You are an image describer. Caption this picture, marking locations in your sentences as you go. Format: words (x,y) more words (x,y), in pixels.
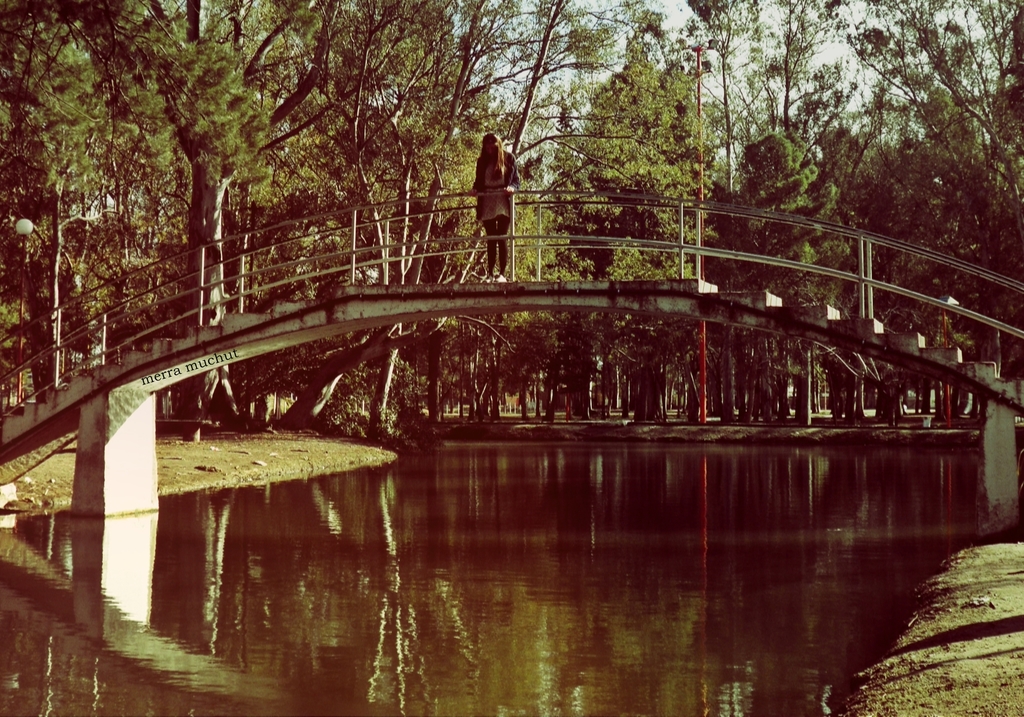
In this image, we can see the bridge (439,286). We can see the ground (236,433) and some grass (241,447). We can also see some trees (408,108) and the sky (844,84). We can see some water (738,513) with the reflection (701,540). We can see some poles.
